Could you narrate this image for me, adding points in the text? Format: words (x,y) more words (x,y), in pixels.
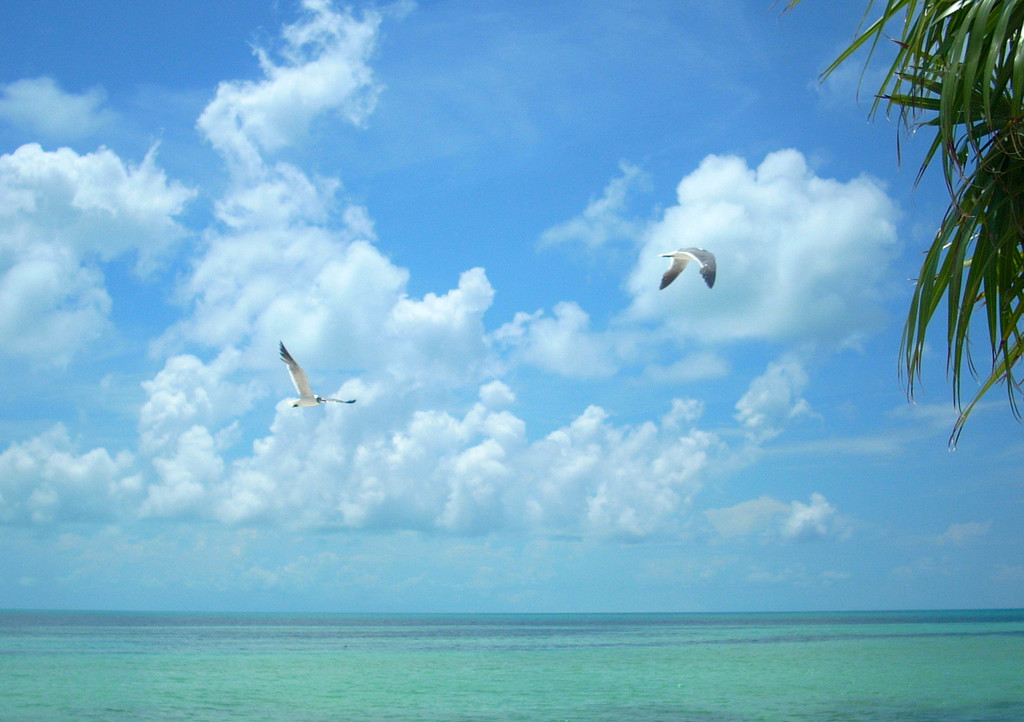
In the image I can see two birds (674,270) in the sky (422,386) and also I can see the ocean (580,688), tree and the cloudy sky (8,342).
